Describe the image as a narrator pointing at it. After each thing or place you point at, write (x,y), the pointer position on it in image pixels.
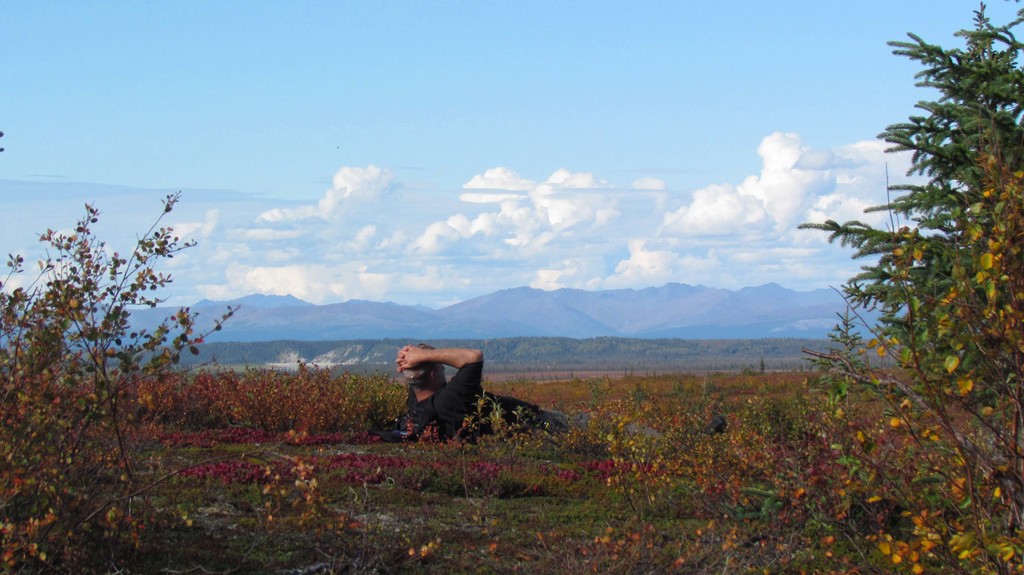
In the image, there is a grass (442,446) and some beautiful plants (46,421) and a person (463,403) is lying on grass (504,479), in the background (288,329) there are many mountains (484,303) and sky (431,215).
